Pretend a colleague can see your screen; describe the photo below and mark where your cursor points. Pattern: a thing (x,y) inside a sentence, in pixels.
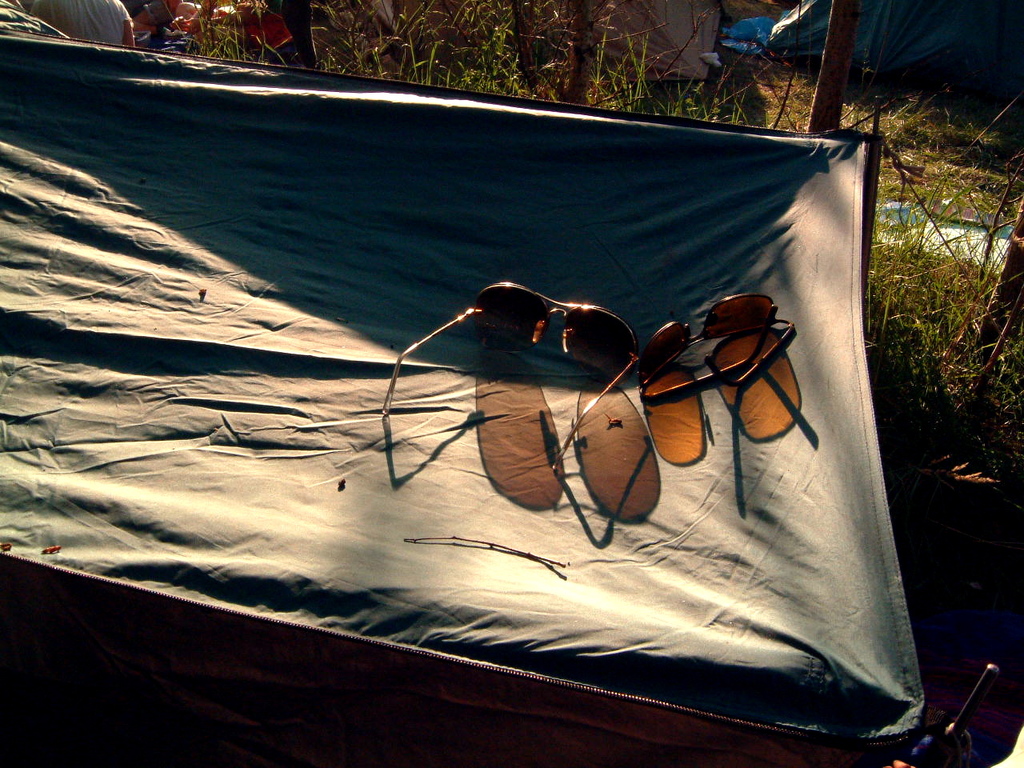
Here we can see goggles (748,310). Background (945,315) there is a grass (930,276).
